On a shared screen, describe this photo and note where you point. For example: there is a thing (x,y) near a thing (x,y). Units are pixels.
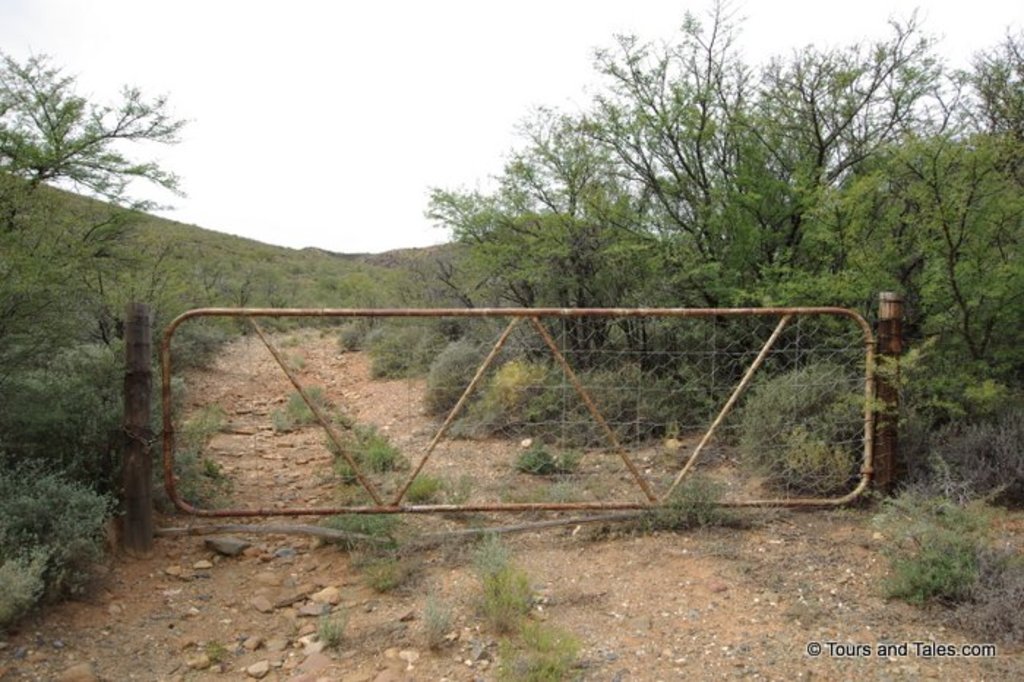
In this image, we can see the ground (341,557). We can see some grass (342,637), plants (61,282) and trees (489,206). We can also see a metallic object (814,343) with some poles (131,442). We can also see the sky (381,140). We can also see some text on the bottom right corner (932,658).
